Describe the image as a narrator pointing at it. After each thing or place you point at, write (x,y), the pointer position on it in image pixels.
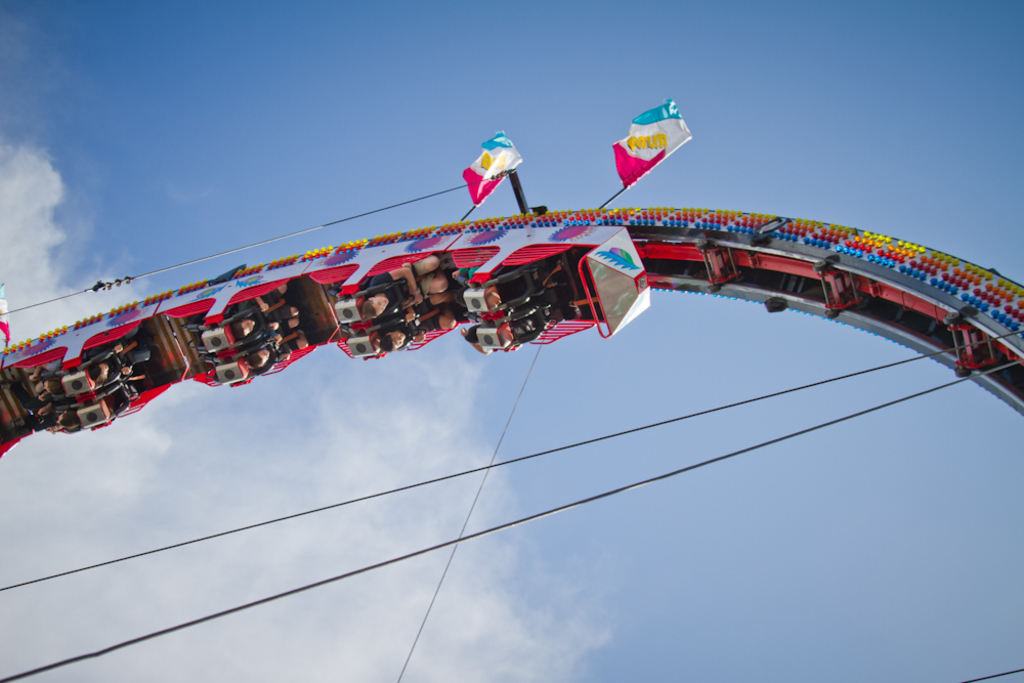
It is a roller coaster (1004,326), the image is taken from the ground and the roller coaster (585,268) is very colorful and some people (265,331) are taking the ride, in the background (622,48) there is a sky (232,404).
